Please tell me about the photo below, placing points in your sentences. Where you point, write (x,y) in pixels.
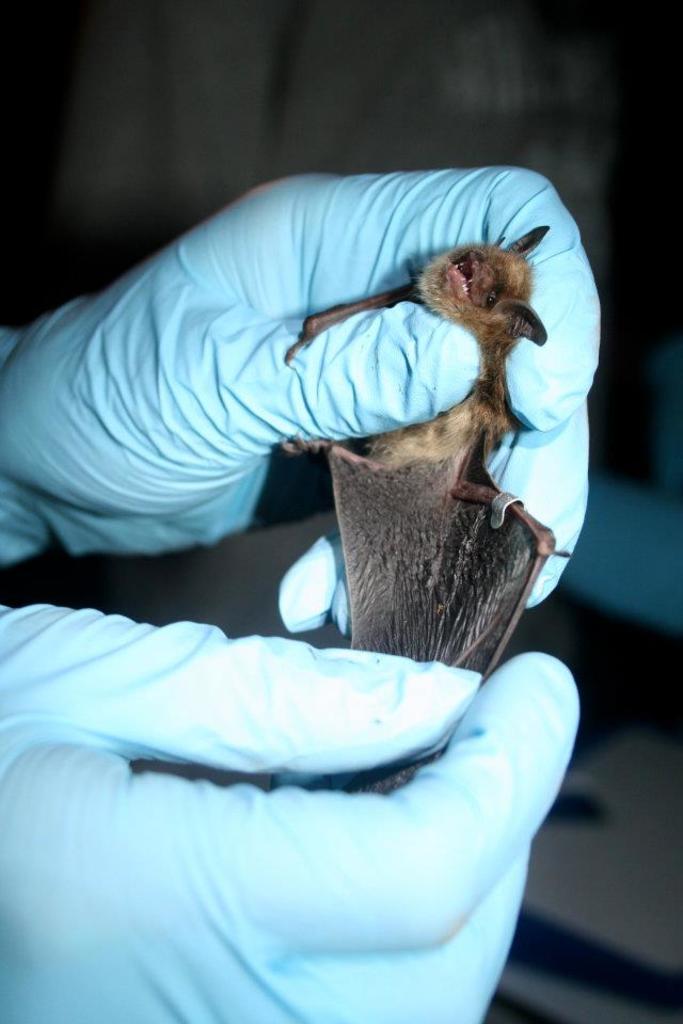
In the center of the image (293,489) we can see the hands (395,742) of a person (342,724) is wearing gloves (183,534) and holding a bat (411,488). And we can see the dark background (121,156).
